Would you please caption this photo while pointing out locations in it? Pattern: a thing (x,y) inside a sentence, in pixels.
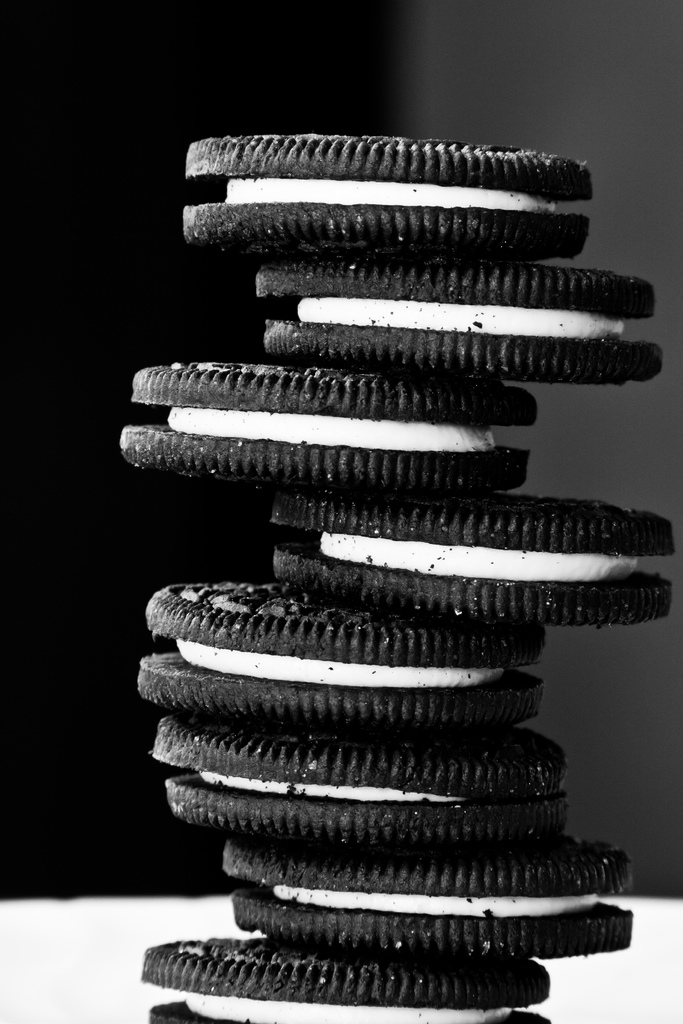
In this picture there are biscuits (446,269). At the bottom (65,968) it looks like a plate (609,977). At the back (49,522) there is a black and grey color background (671,815).
